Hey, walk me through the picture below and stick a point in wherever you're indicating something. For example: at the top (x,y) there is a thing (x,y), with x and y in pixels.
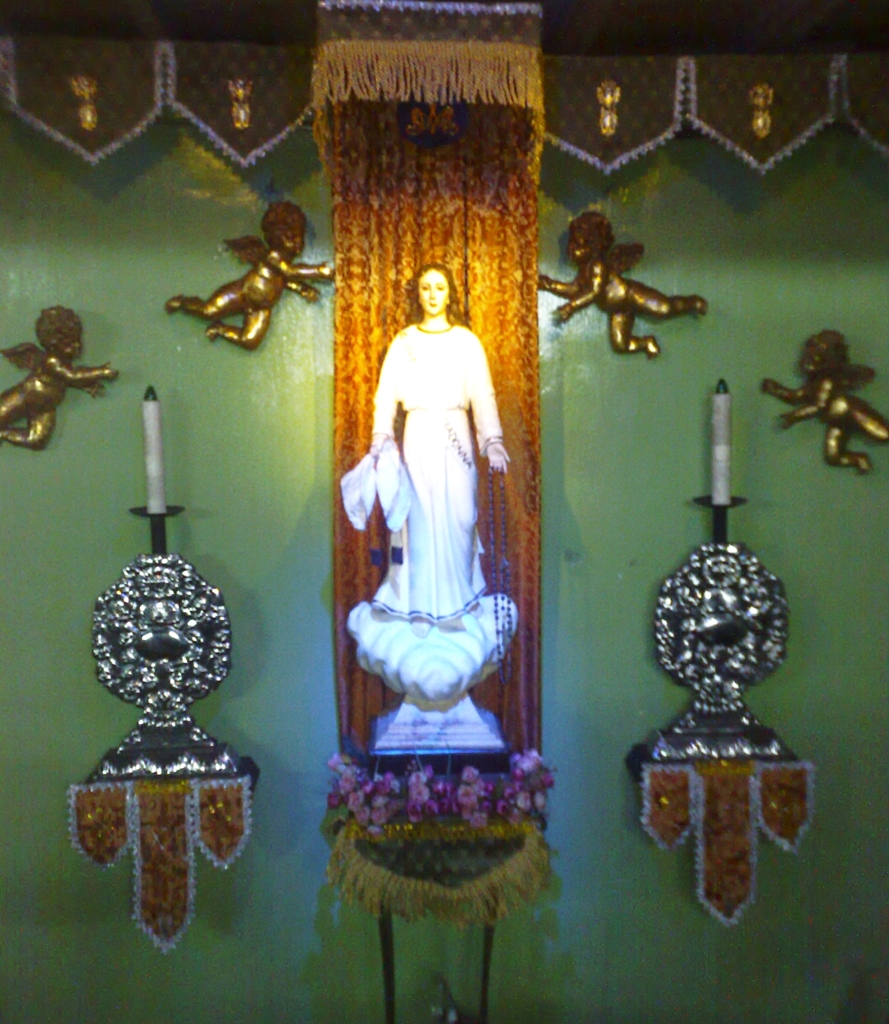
In this image I can see the statue (425,539) which is in white color. To the side I can see the candles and few more statues (312,296) to the wall (106,430). The wall (86,601) is in green color. In the back (341,74) I can see the curtain (477,124).
